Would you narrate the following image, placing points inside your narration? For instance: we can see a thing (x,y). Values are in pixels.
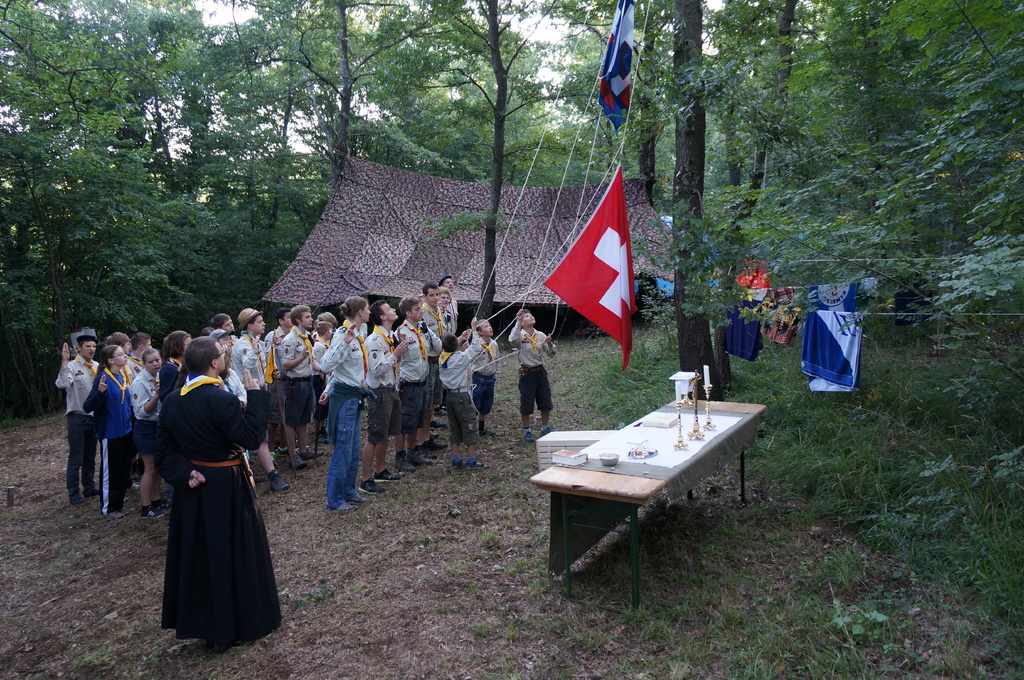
In this consist of number of persons (443,368) standing on the floor (323,536). And there are some trees (868,174) around the persons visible and there is a table (557,478) kept on the ground (707,500). on the table (615,479) there are some objects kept on that, on the middle (578,291) there are two flags (578,291) hanging to a rope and there are some clothes (820,334) visible on the right side (821,358) and there is a tent (411,263) visible on the middle (356,275).
